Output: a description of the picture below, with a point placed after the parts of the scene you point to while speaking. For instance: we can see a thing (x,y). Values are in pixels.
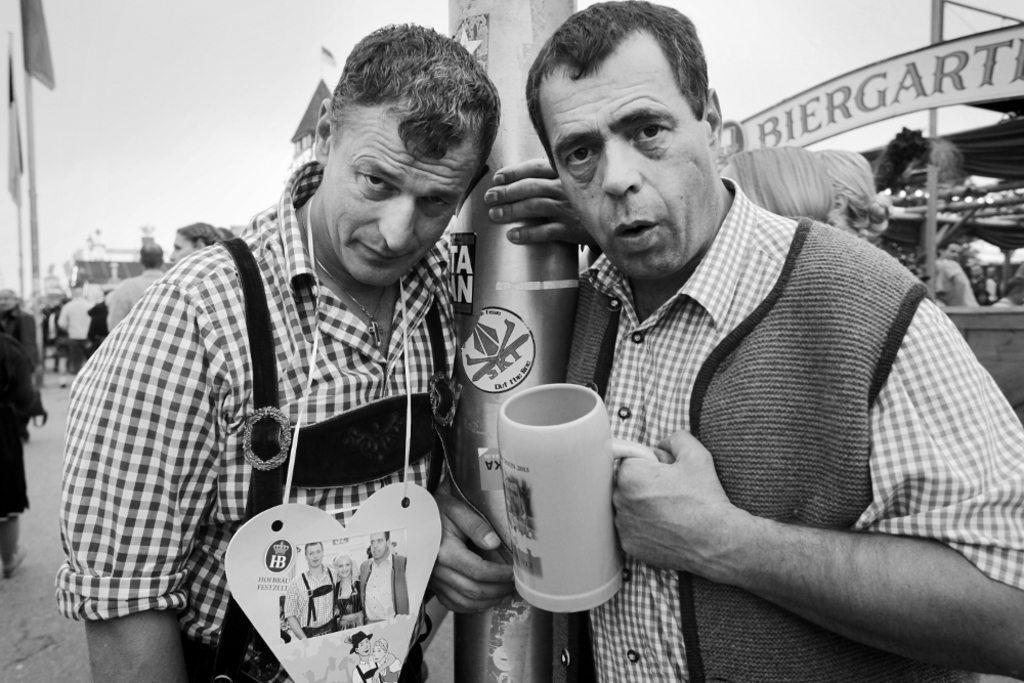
A person (683,513) on the right (750,472) is holding a glass (575,474) and standing. A person (315,350) is holding a pillar (463,359) and he is wearing a tag (318,584). In the back (883,204) there are many people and name board (862,98).
